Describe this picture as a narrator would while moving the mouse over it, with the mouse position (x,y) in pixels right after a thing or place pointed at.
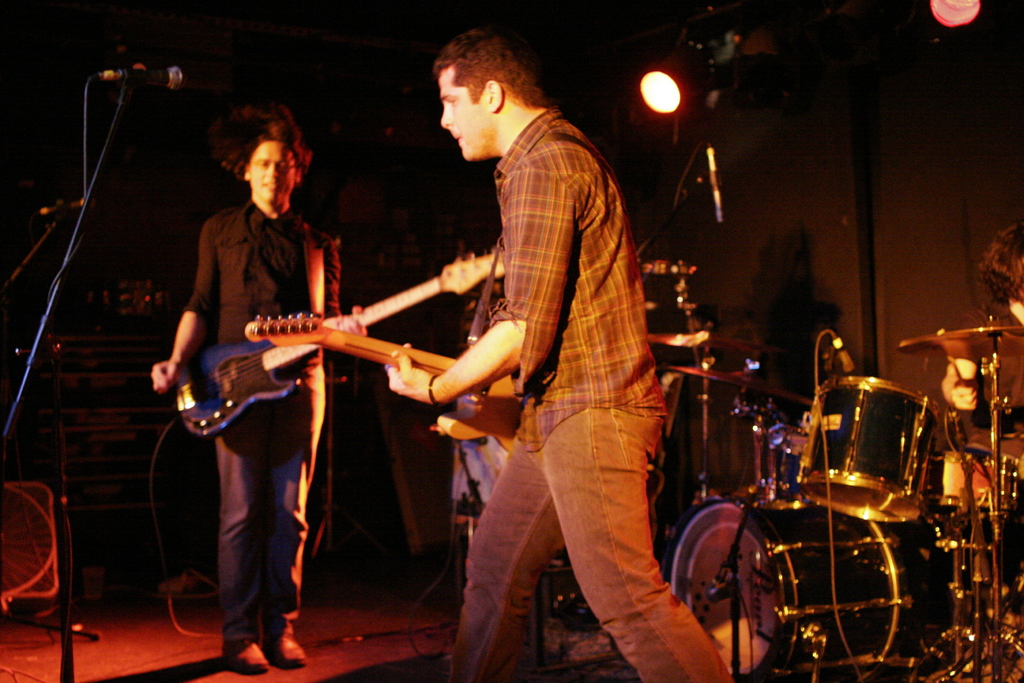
In this picture there three persons (296,658) this person (291,137) is standing and holding the guitar (372,316) with his left hand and this person (554,339) is walking and holding the guitar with his right hand (411,378) and the microphone (112,81) in front of them in the backdrop (777,481) there is a drum set (984,327) and there is a person (966,365) sitting over here and there disco lights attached to the ceiling (626,40).
